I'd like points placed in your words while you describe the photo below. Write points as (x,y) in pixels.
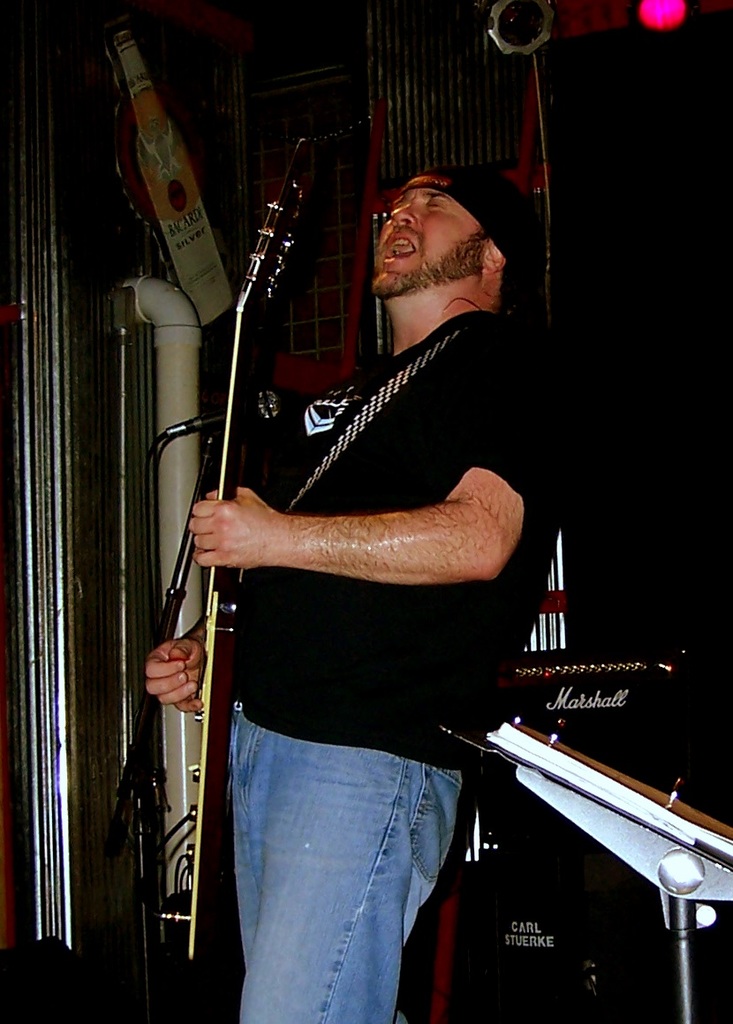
In this picture we see a man (441,735) performing and playing a guitar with the help of a microphone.
